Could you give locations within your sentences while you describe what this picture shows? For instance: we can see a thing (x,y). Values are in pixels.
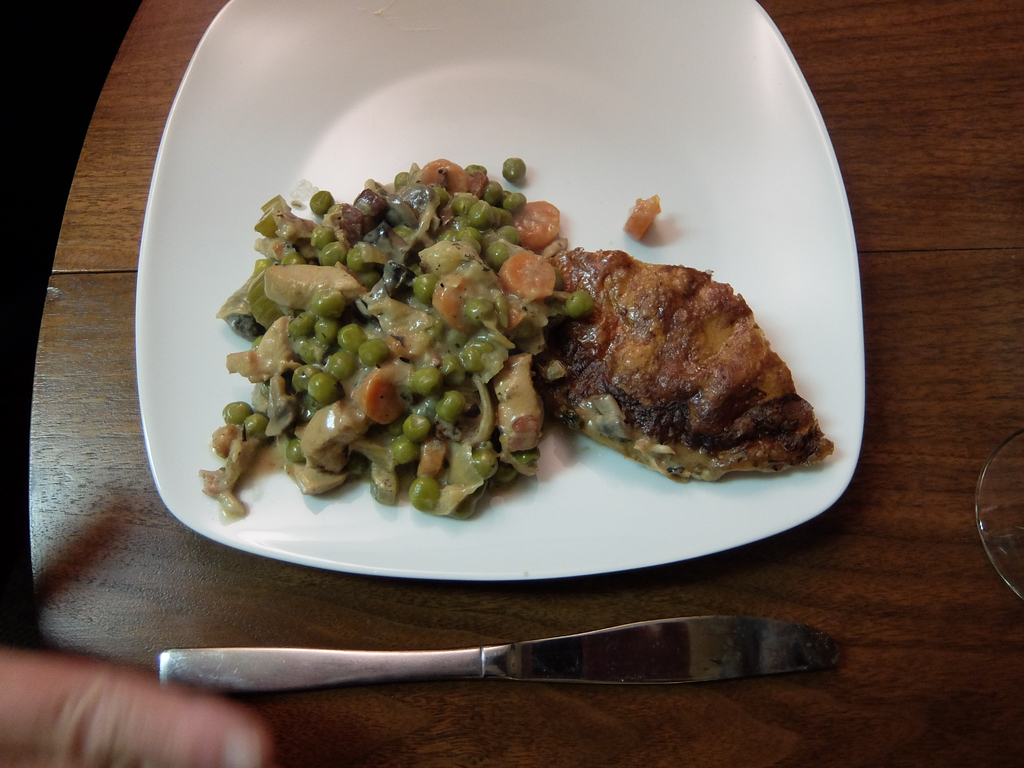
In this image, we can see food (451,287) on the plate (236,386) and there is a knife (499,653) and another object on the table (496,705). At the bottom (189,692), we can see a person's finger (100,695).
